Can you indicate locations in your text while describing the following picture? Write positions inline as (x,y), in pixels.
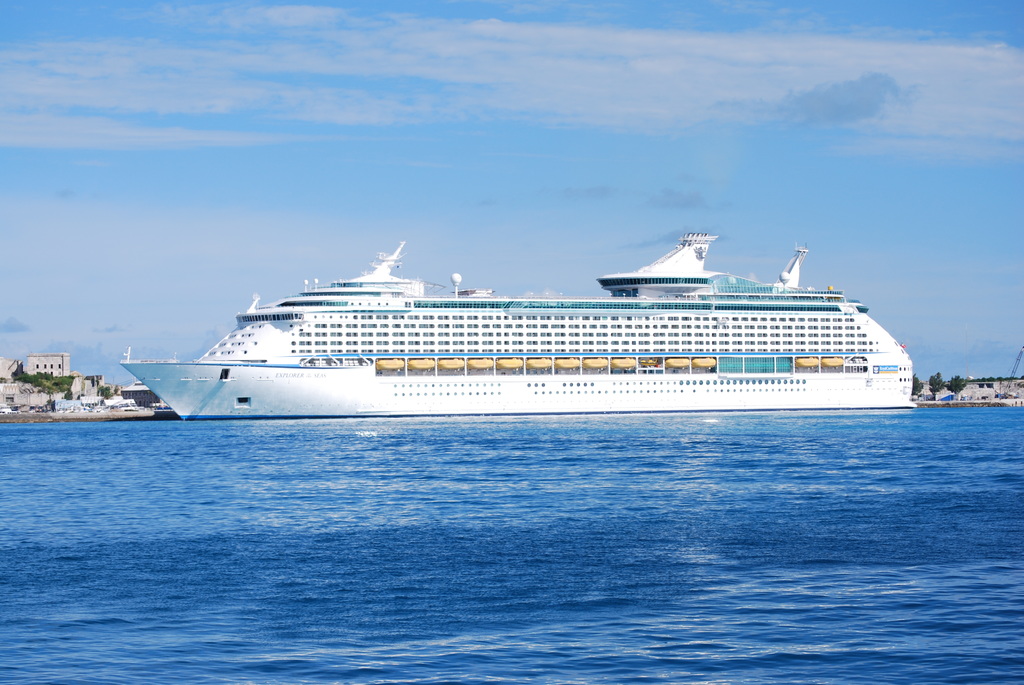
In the foreground of this picture (508,373), there is a ship (445,359) in the water (272,507). In the background (96,377), there are trees (46,382) and the buildings (66,374). On the top (495,134), there is the sky (499,166) and the cloud (570,110).
